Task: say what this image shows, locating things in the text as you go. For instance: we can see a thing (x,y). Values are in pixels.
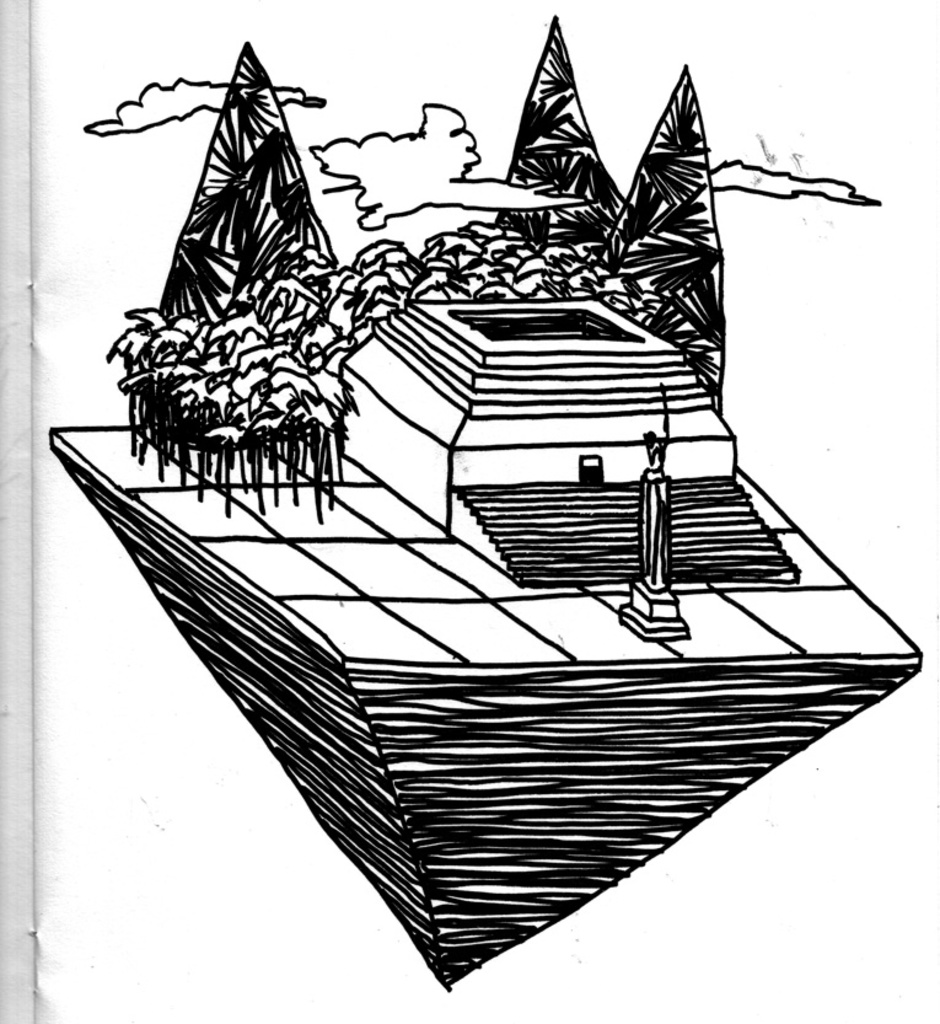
In this picture I can see the design (481,705) in the book (911,626). In the design (601,247) I can see the mountain (686,312), trees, stairs (683,527), statues (657,480) and clouds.
